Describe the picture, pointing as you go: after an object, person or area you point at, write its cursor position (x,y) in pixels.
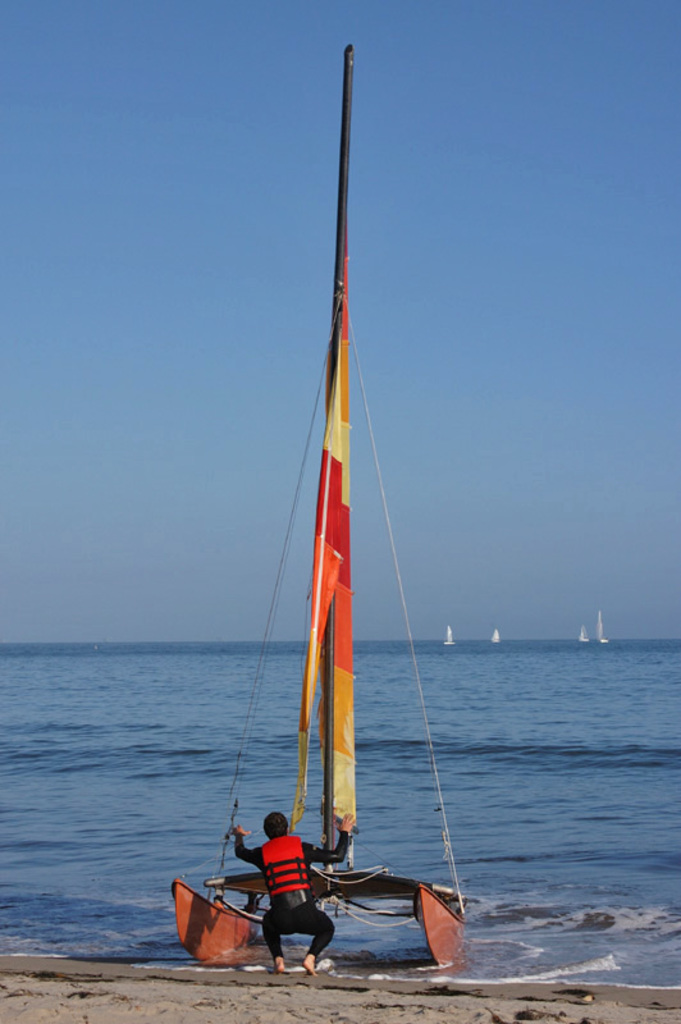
In the picture there is a boat (213,913) and there is a man (295,912) in between the hulls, he is doing some work and there is a mast (329,806) attached to the boat (335,810), there is a huge water surface (663,683).
